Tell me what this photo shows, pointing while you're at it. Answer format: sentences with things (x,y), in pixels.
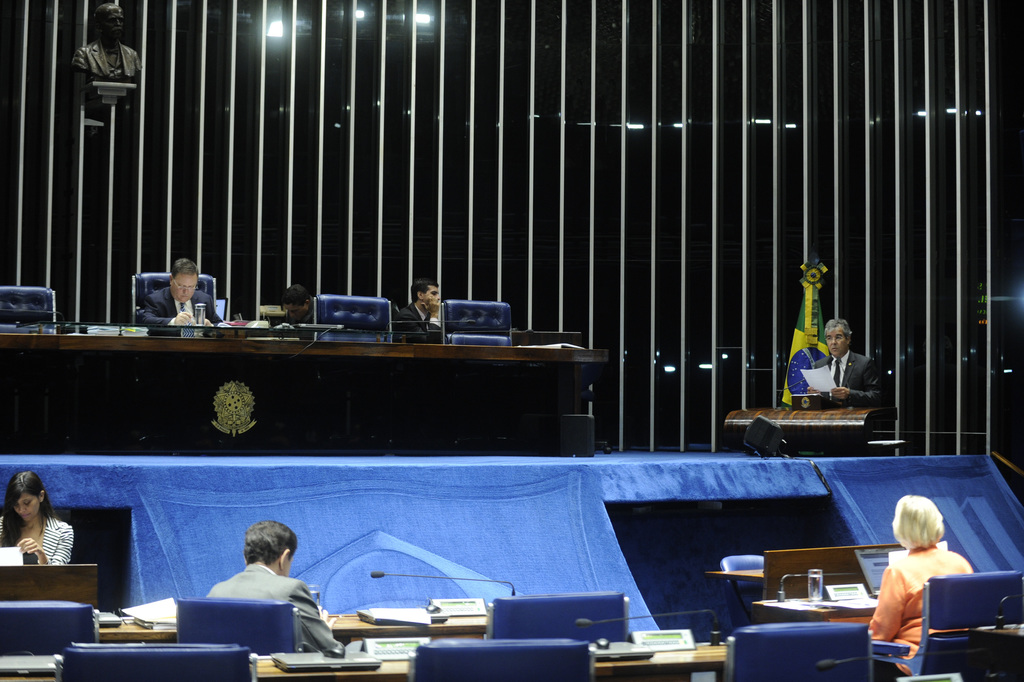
This picture shows a meeting hall (632,681) where we see people (294,323) seated on the chairs (797,630) and we see a microphone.
